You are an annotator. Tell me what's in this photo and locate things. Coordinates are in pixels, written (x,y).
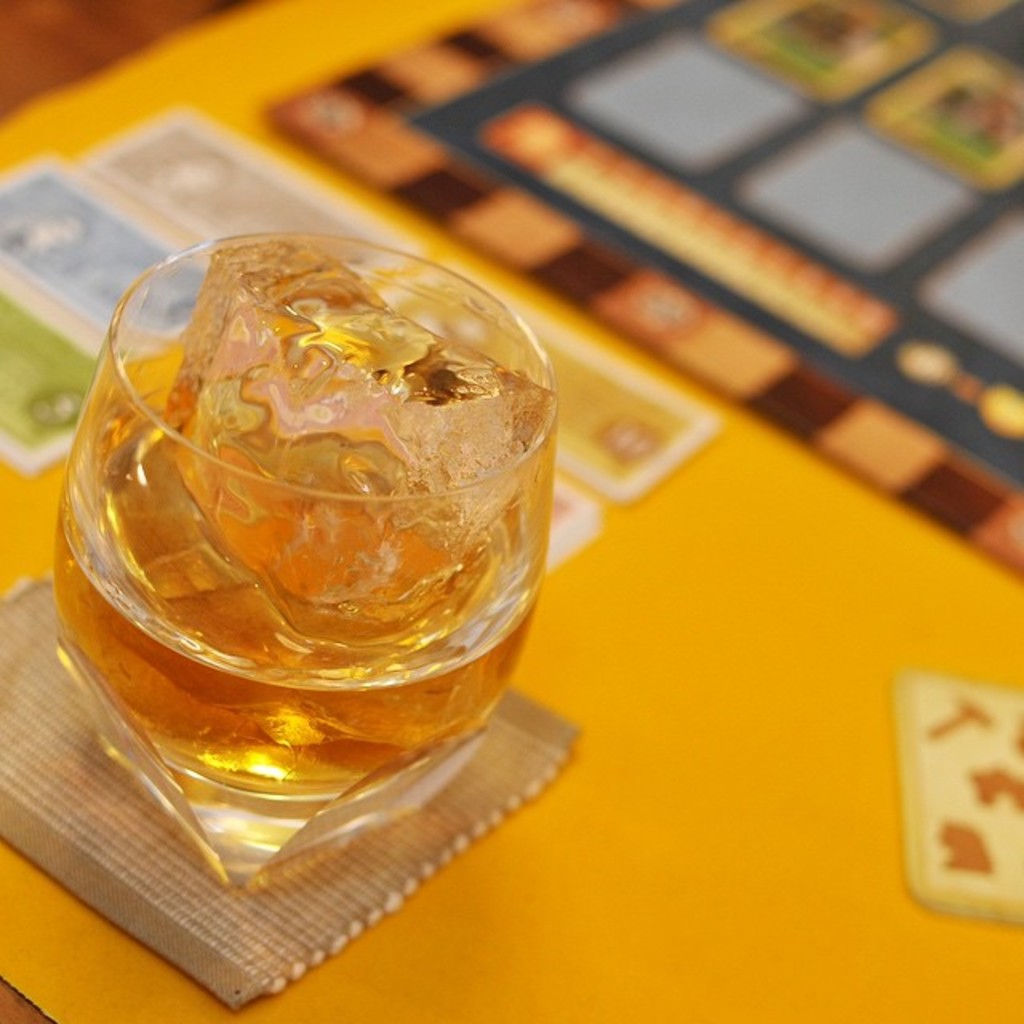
In this image there are cards (88,229) and drink (239,613) on the table (208,71).
